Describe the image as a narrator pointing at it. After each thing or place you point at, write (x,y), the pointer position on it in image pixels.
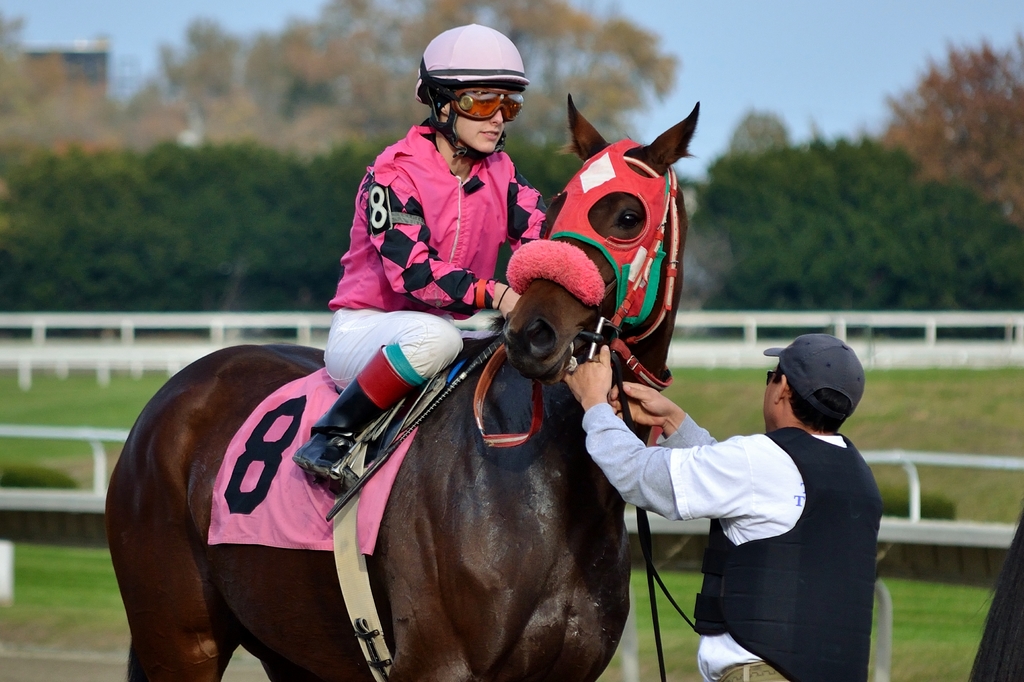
In this image we can see a lady (441,343) sitting on the horse (513,520). On the right (775,542) there is a man (766,571) standing. In the background (770,221) there are trees (75,279) and sky (760,63). We can see a fence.
